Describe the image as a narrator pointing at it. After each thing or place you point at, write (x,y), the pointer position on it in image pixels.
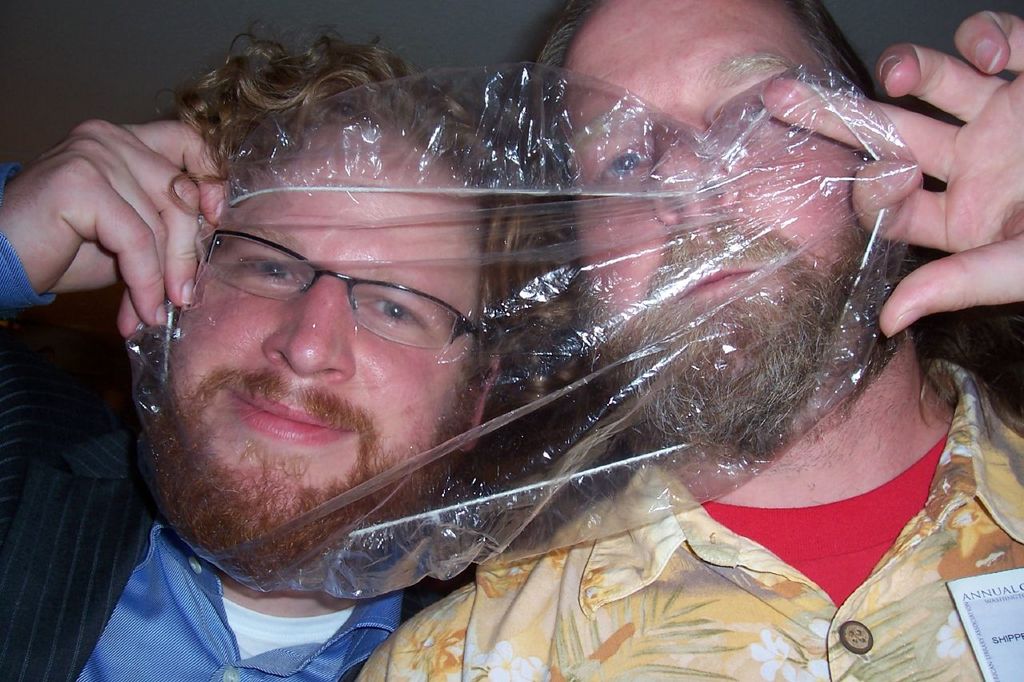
In the image there are two men (736,447) in the foreground (649,358), they are covering their face (706,108) with a plastic sheet (511,233).
